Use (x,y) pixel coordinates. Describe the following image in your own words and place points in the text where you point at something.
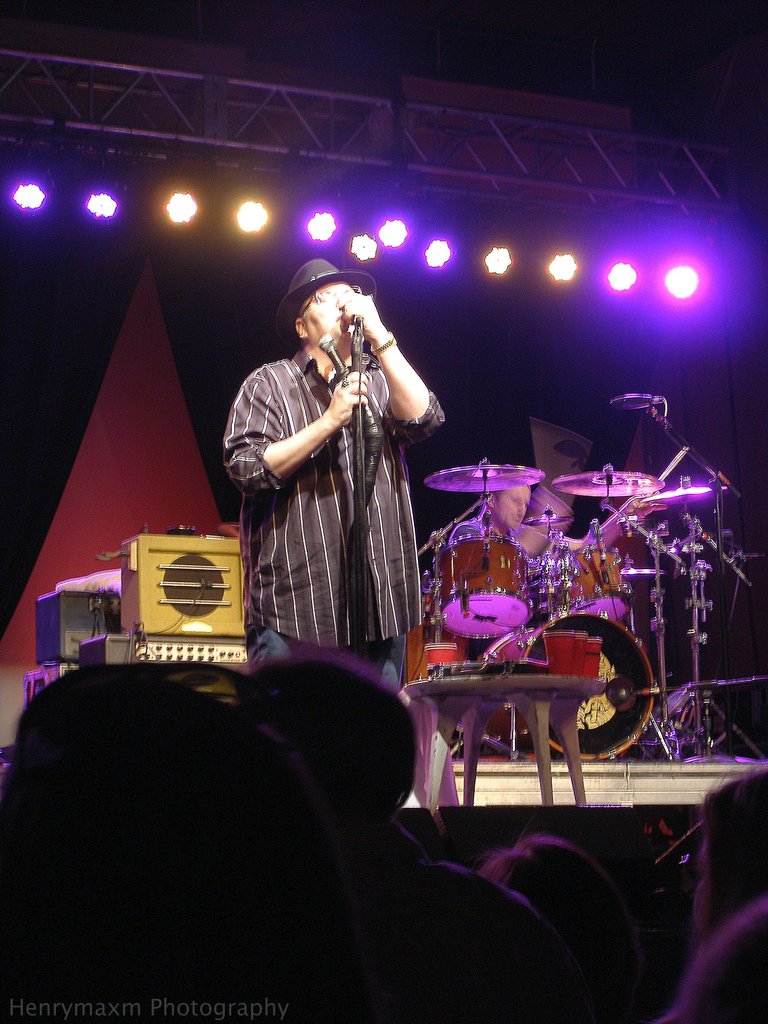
In the picture we can find a man (252,409) with a hat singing a song in the microphone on the stage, beside the man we can see orchestra settings (561,582) and music boxes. In the background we can find a colorful lights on the stand (370,161), before the man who is standing some people (113,743) are sitting.
